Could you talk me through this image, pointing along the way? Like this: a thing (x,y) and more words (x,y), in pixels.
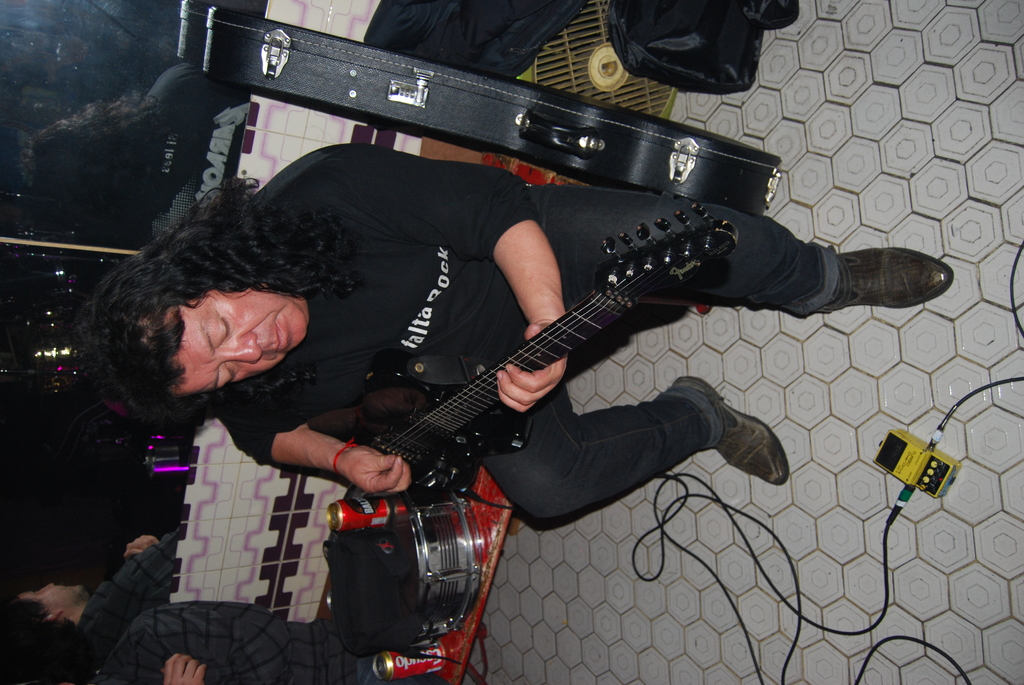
A man (245,287) is sitting on a bench (489,510) and playing guitar (545,356).
